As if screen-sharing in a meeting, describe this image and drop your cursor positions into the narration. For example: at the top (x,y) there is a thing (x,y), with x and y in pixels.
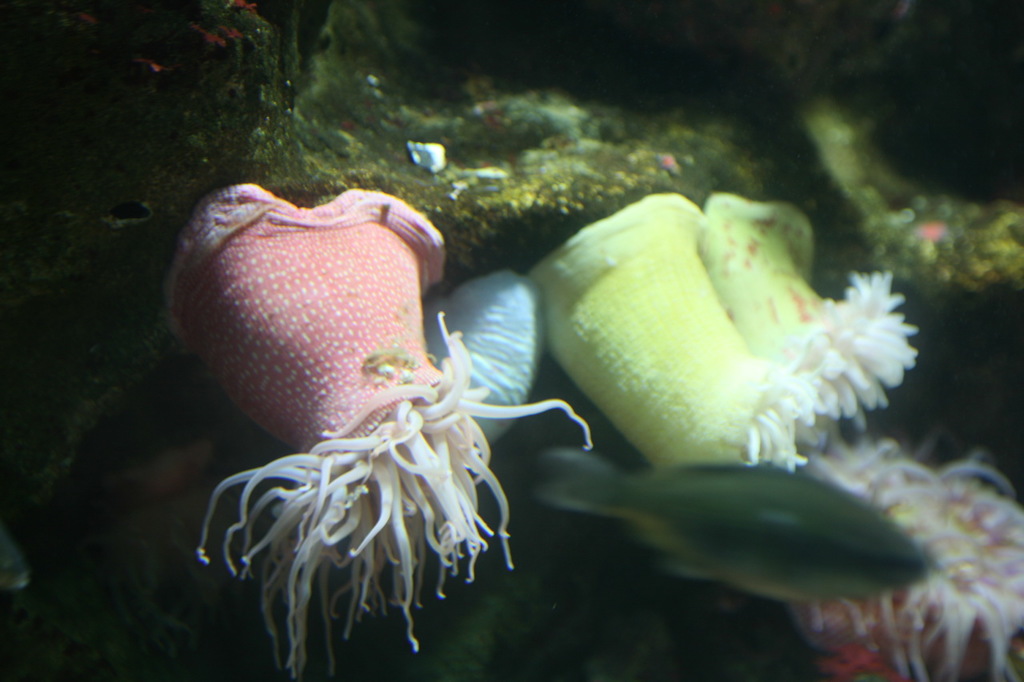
In this picture there are few objects (581,426) which are in light green, blue and pink color are in water (537,468) and there is a fish (734,536) beside it.
